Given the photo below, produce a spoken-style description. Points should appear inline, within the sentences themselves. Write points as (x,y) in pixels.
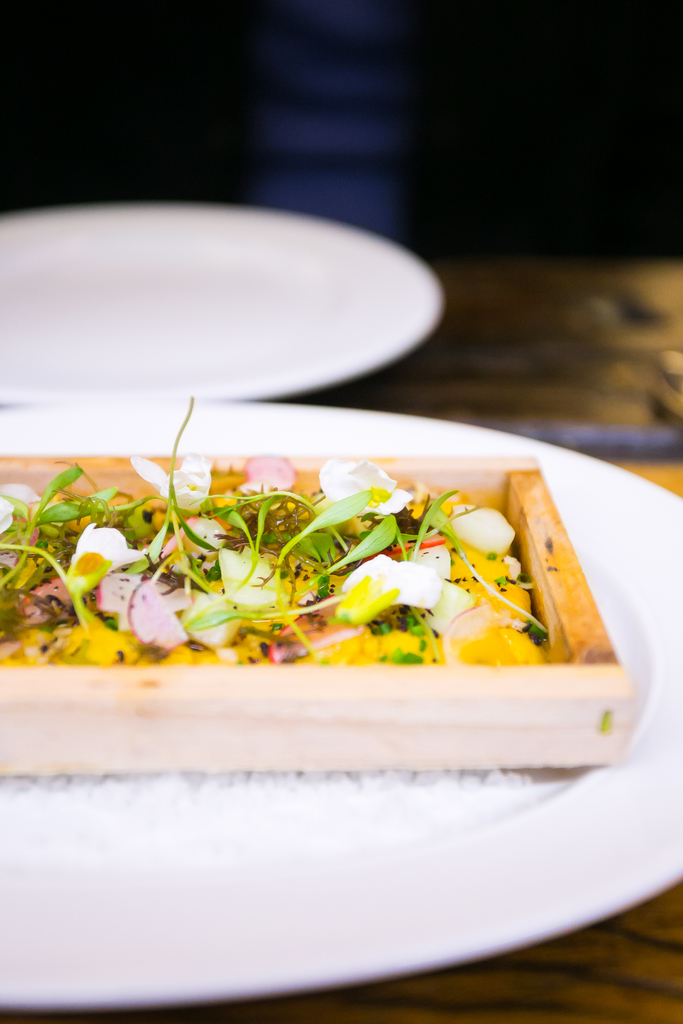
In this image I can see there are food ingredients (302,598) in a wooden plate (409,687) and there are food ingredients (310,816) in a white color plate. There is another plate (324,329) at the top (310,335) in this image.
